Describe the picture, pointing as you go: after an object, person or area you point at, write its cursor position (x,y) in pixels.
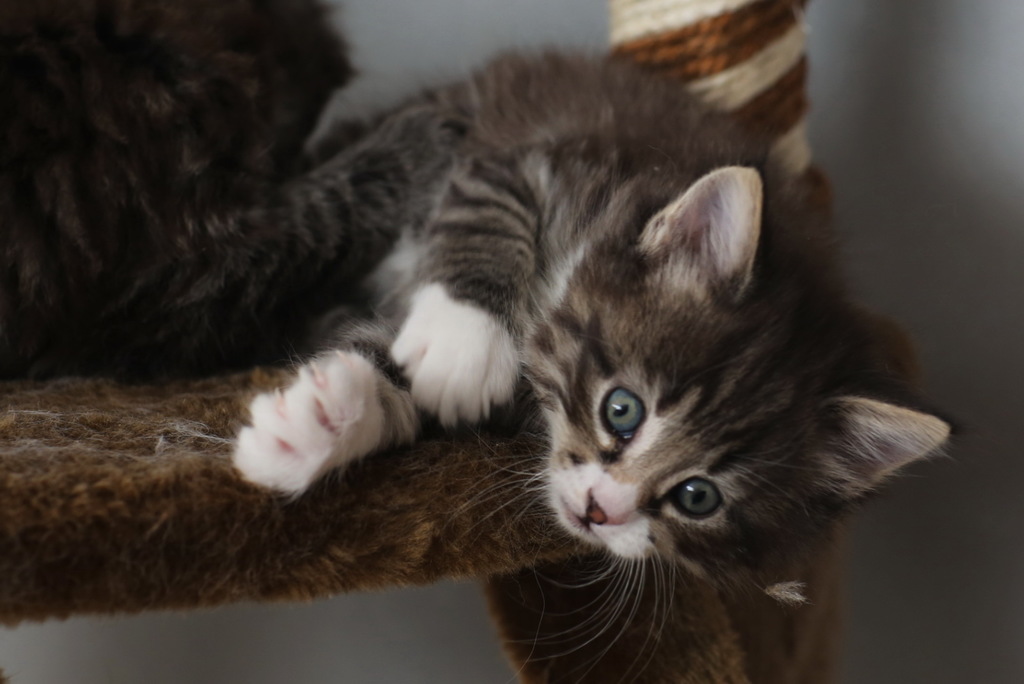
In this image there is a cat (540,342) lying on a platform (46,525), beside the cat (476,224) there is another cat (255,223), there is like a pole (729,55), behind that there is a wall (960,342).
